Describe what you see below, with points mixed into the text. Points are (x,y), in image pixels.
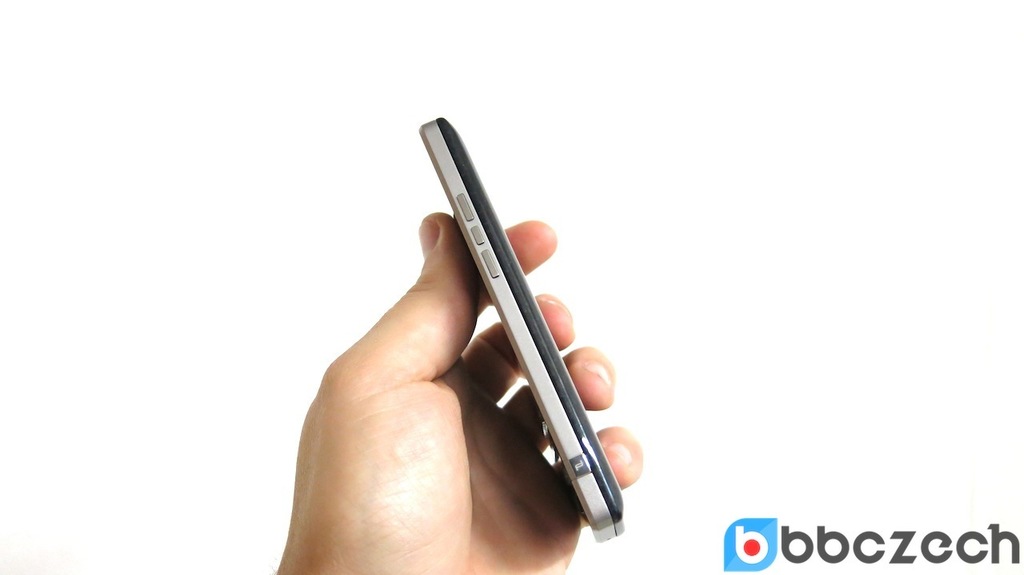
In this image a person's hand (492,353) is visible. He is holding a mobile phone (572,414). Few buttons (480,233) are on the mobile phone (483,208). Right bottom there is some text (796,556). Background (979,362) is in white color.
